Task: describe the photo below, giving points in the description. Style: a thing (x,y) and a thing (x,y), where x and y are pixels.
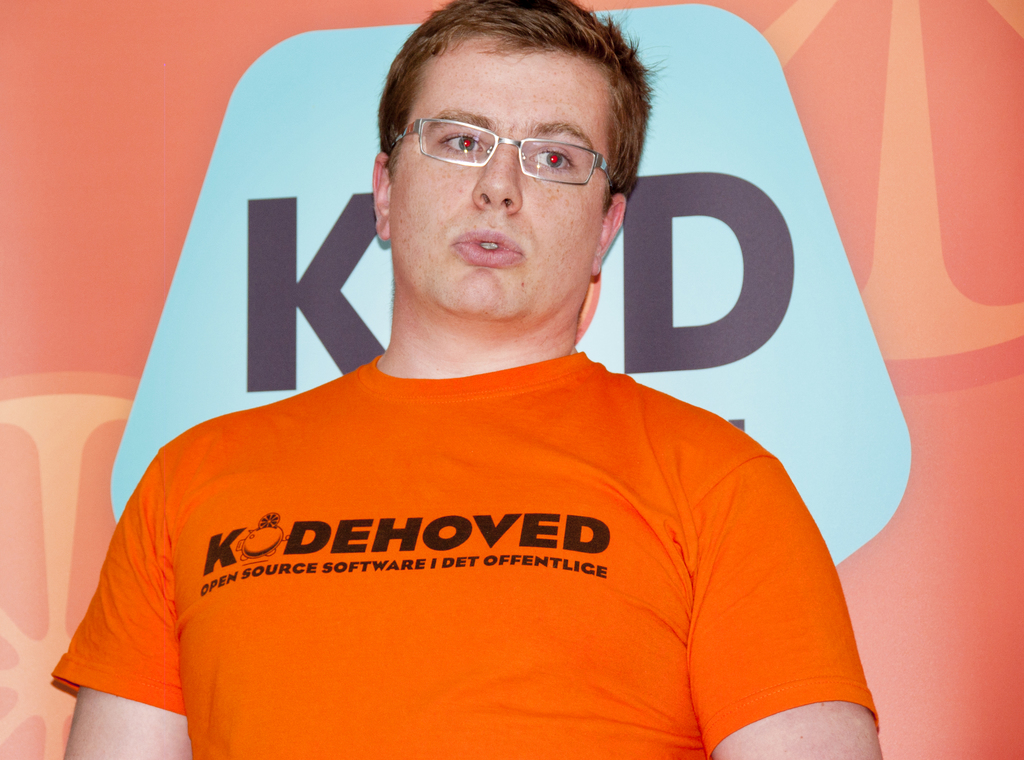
In this image we can see a man (307,701) wearing a spectacles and there is a poster (791,438) in the background (332,311) with some text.
